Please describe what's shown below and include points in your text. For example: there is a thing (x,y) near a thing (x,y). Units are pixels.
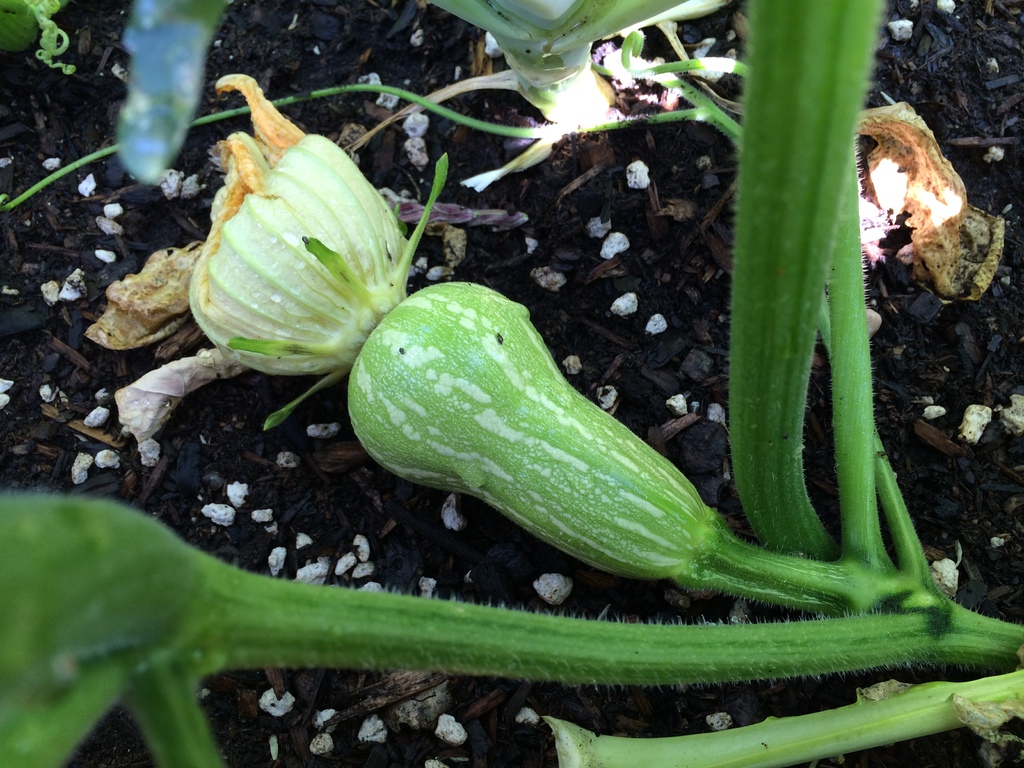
In this image there is a vegetable (602,497) on the ground (661,610).
